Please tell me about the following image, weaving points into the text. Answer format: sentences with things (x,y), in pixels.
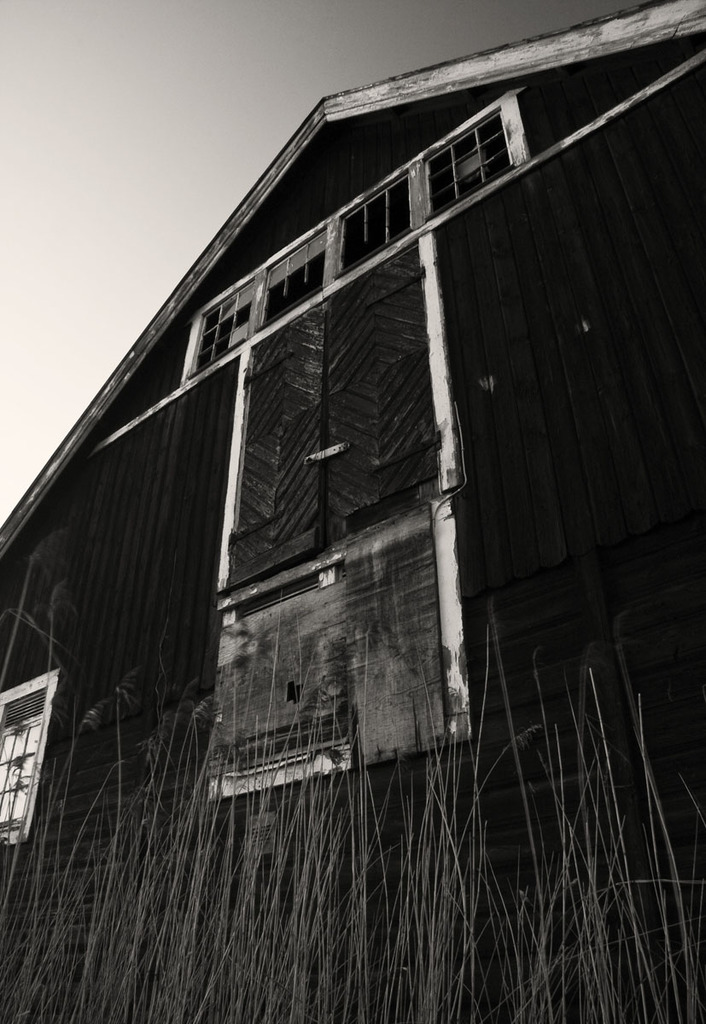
In this image there is a big building (88,735) in front of that there are some grass plants (135,959).
